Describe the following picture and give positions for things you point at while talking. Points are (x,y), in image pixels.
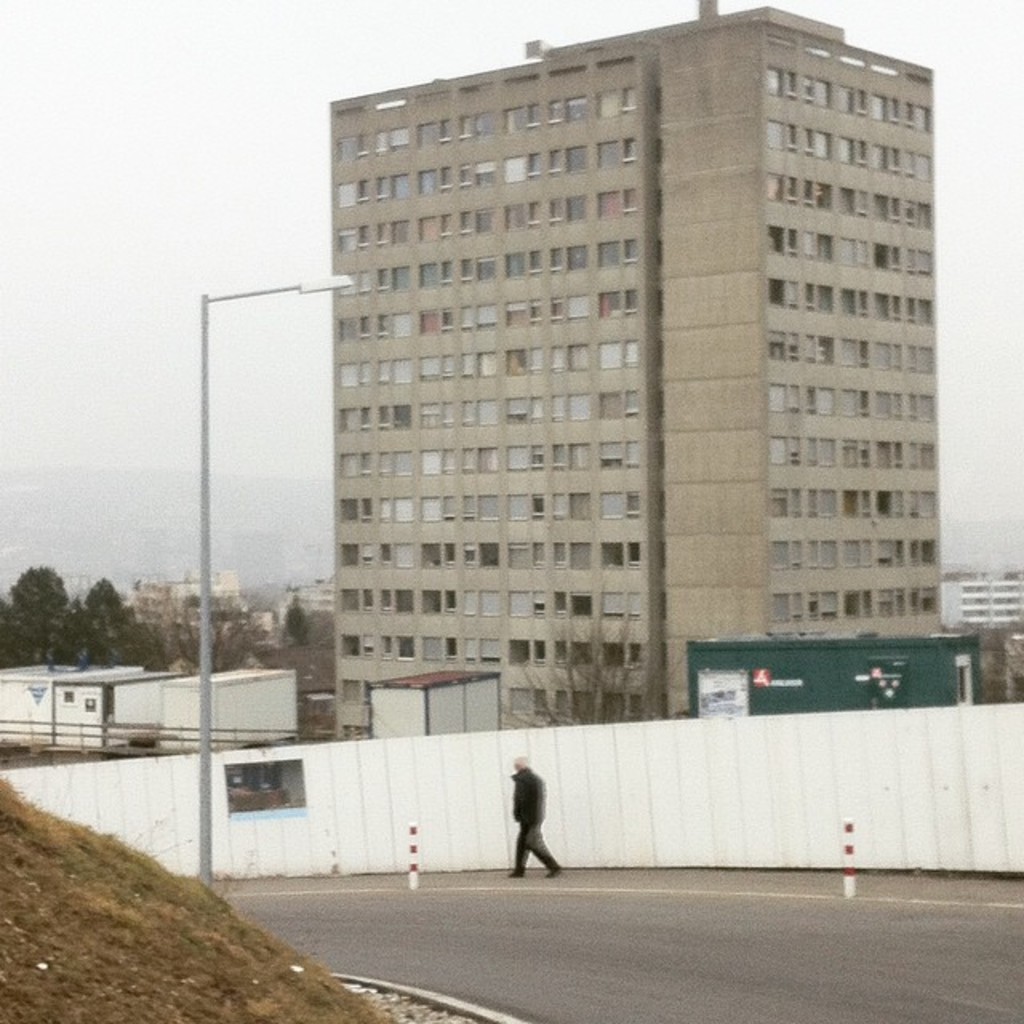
In this image there is a person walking on the road (611,900). There are poles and a light pole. There is a poster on the wall (655,772). On the left side of the image (196,915) there is grass (186,929) on the surface (158,939). In the background of the image (568,682) there are trees (7,637), buildings (634,642). At the top of the image (120,174) there is sky (168,154).
